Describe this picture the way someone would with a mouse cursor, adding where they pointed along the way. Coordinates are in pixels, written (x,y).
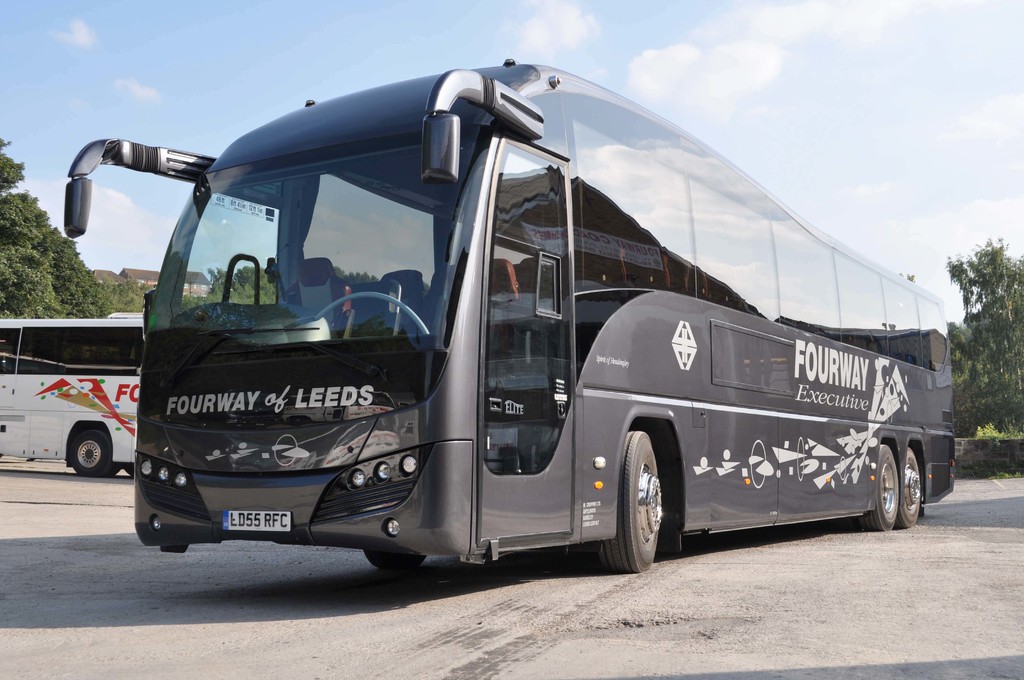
In this picture we can see grey bus (699,417) on the ground (522,629), beside that we can see a white bus (104,417) which is parked near the trees (57,298). In the background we can see the buildings (130,280). At the top (784,32) we can see sky (798,23) and clouds (820,36).
